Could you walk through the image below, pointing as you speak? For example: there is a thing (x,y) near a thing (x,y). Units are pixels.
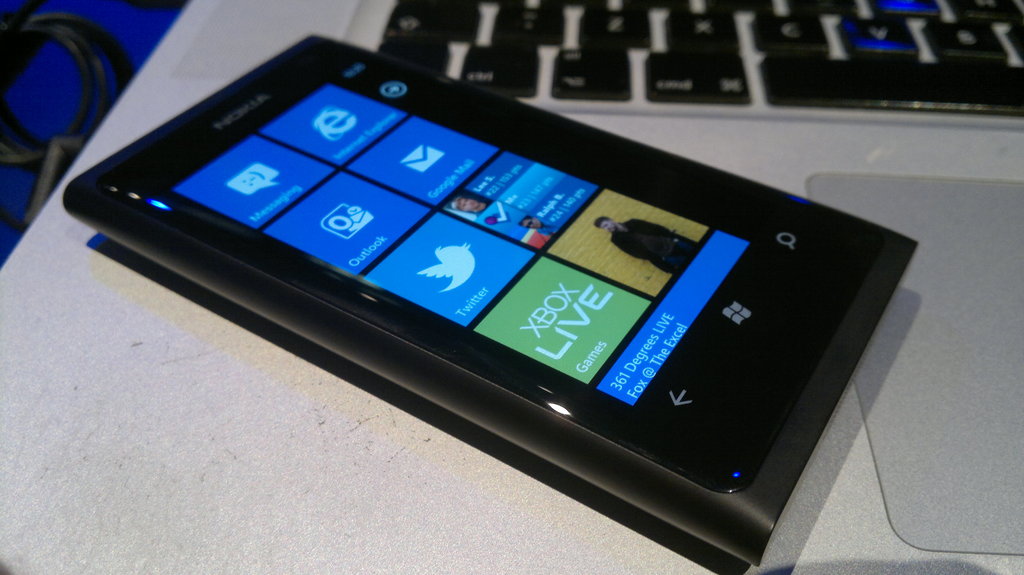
As we can see in the image there is a laptop (110,290). On laptop (130,344) there is mobile phone (496,305), trackpad (945,257) and keyboard (669,38).
